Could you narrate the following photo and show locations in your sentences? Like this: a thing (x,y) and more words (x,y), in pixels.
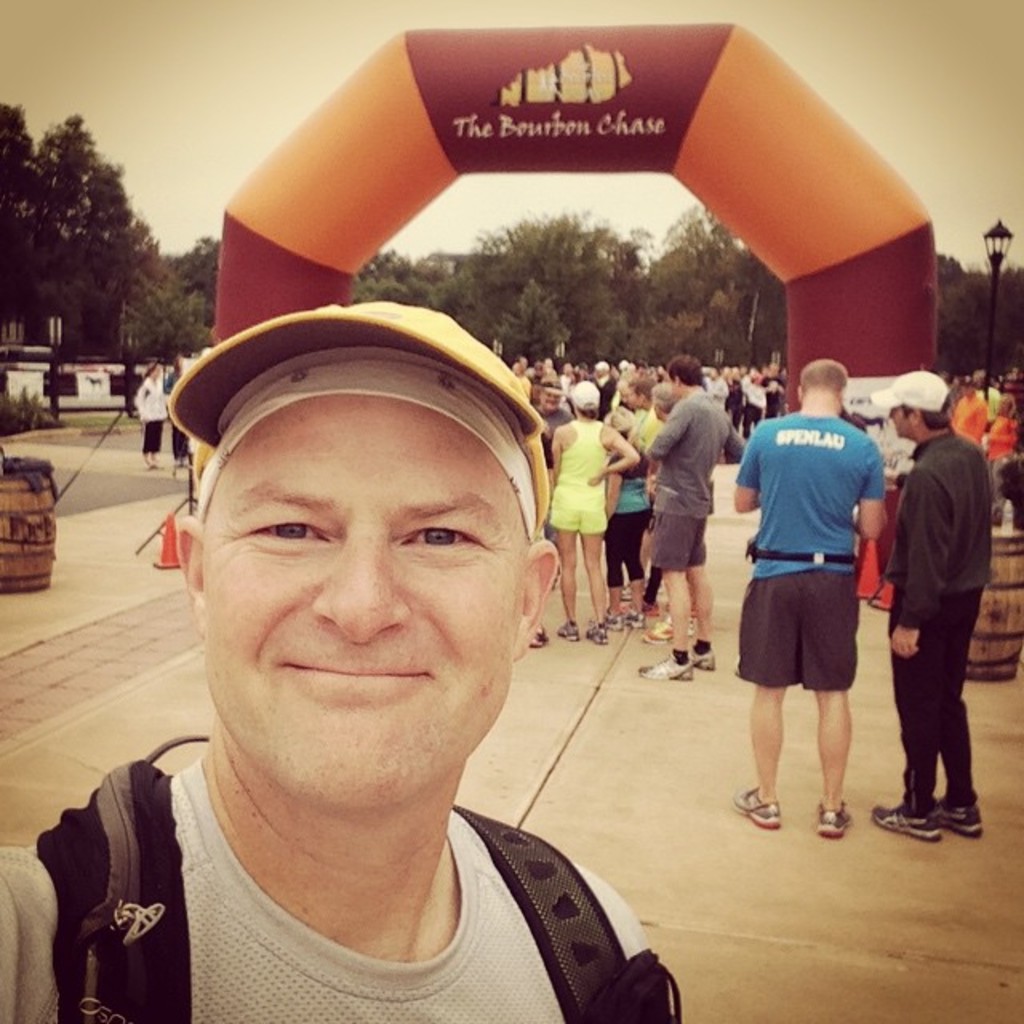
In this image we can see a person (431,759) standing in the front (412,818). On the backside (738,375) we can see a group of people (783,514), an arch (793,171), a street pole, drums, trees (172,304) and the sky (457,18).
